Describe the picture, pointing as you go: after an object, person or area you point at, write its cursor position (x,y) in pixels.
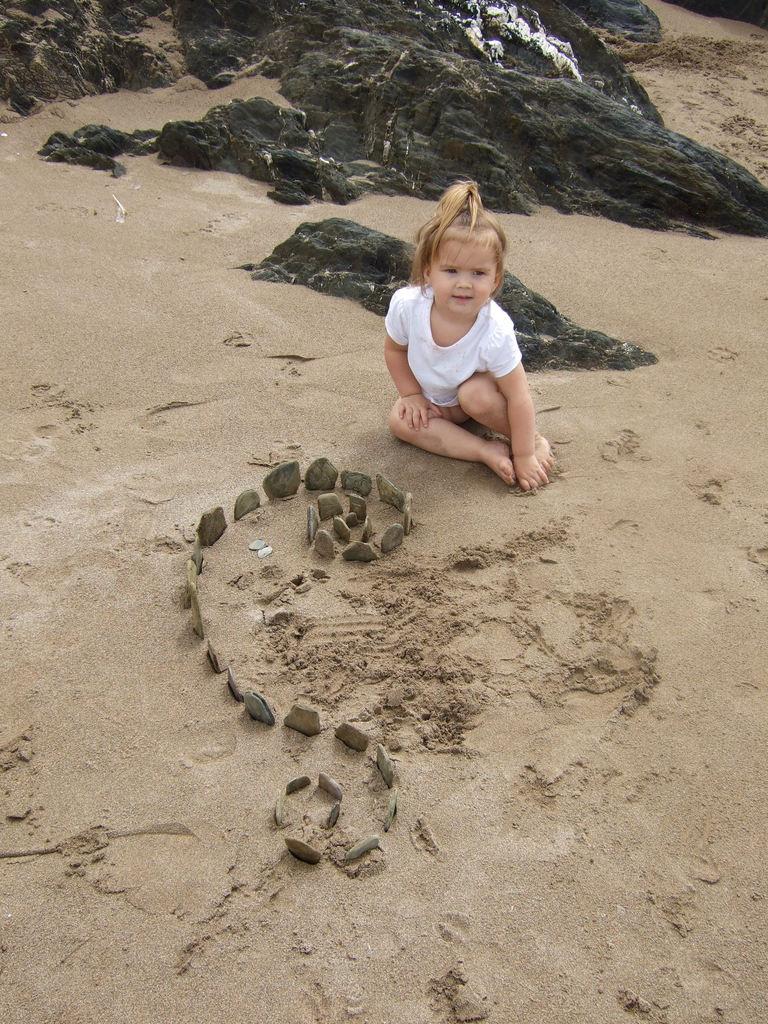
In this image there is a baby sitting on the sand (526,656). In front of her there are stones (299,729). Behind her there are rocks (424,59).
